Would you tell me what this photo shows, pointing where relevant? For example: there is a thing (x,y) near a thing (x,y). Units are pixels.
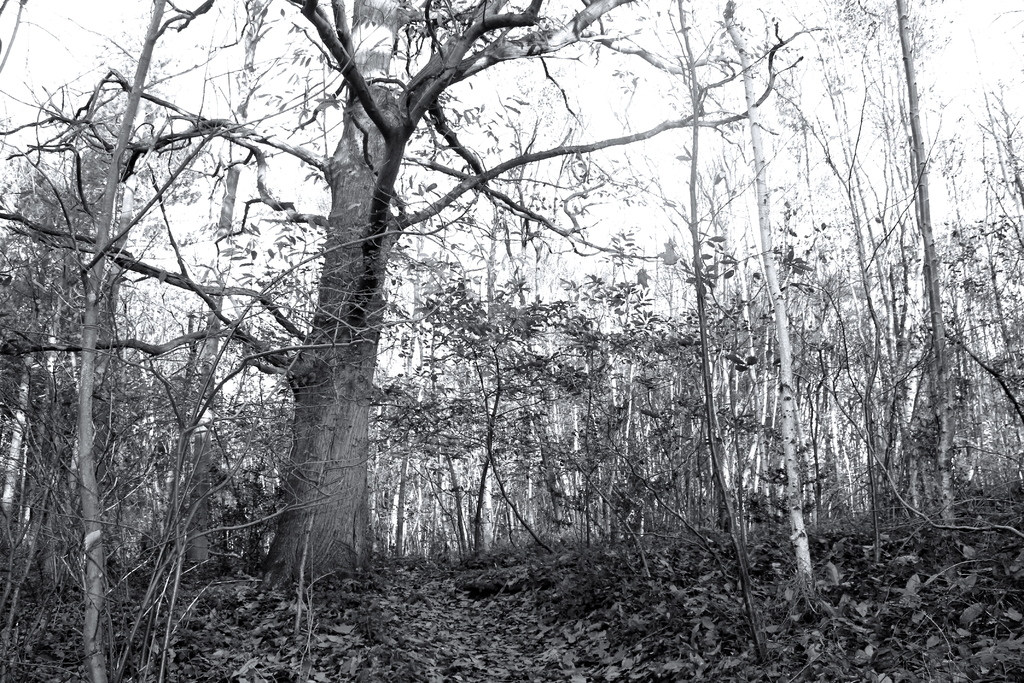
In this picture we can see some trees (737,293), at the bottom (548,614) there are some plants (846,582), there is the sky (663,85) at the top of the picture (621,25), it is a black and white image.
